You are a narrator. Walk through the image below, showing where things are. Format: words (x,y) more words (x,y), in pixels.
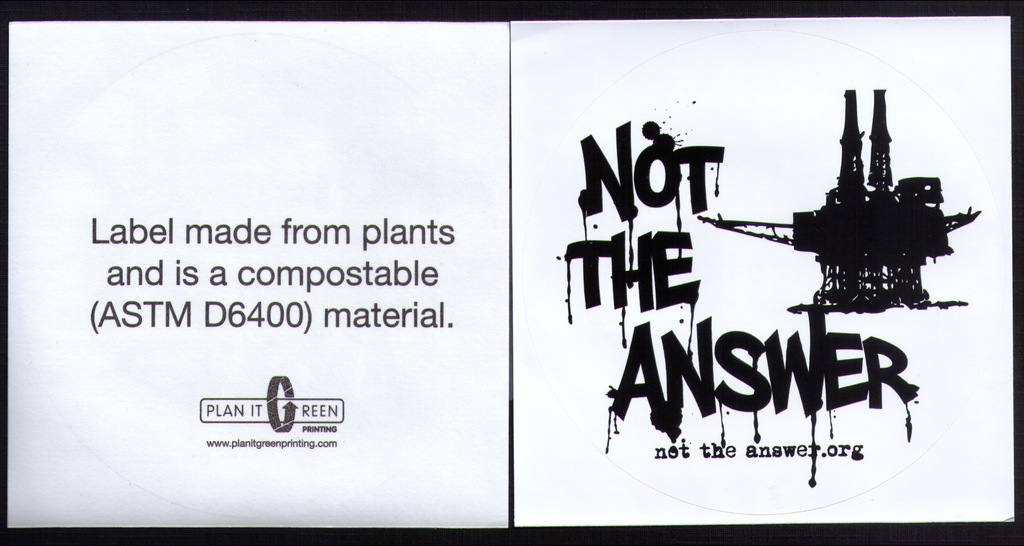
This looks like a collage picture. These are the letters (836,396). I think this is the drawing (824,229) which is black in color.
